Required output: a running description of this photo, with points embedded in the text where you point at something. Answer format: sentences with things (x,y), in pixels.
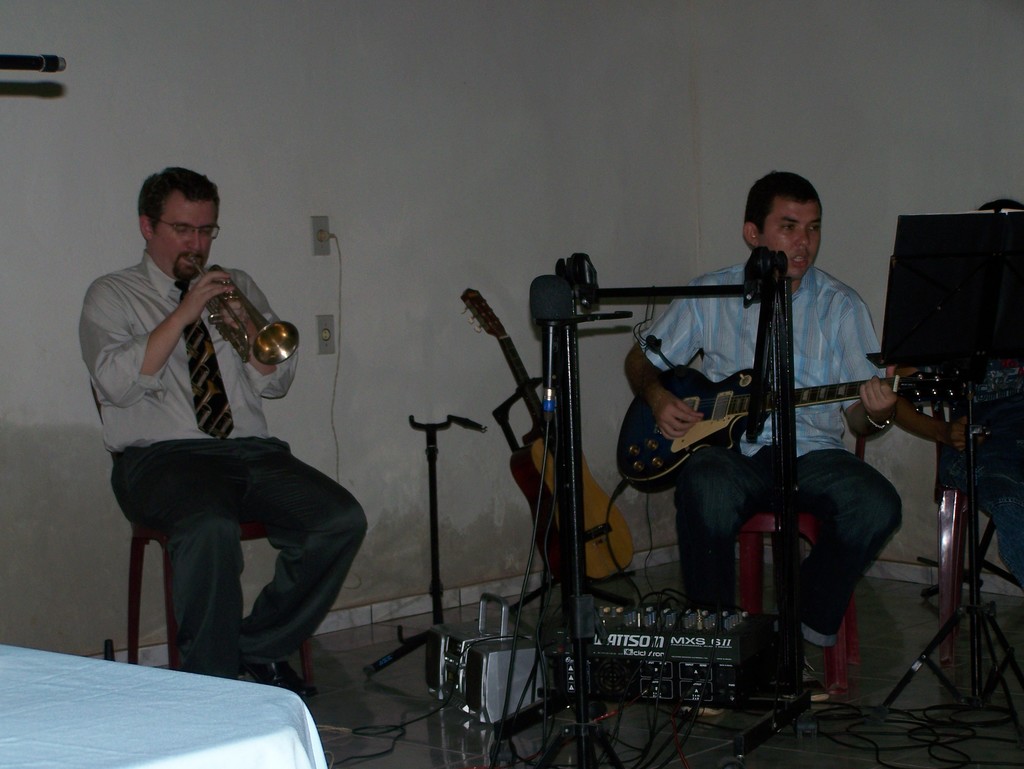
In this image i can see 2 persons (190,246) sitting and holding musical instruments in their hands (201,293). In the background (464,189) i can see a wall (474,150) and a switch board (318,253).
